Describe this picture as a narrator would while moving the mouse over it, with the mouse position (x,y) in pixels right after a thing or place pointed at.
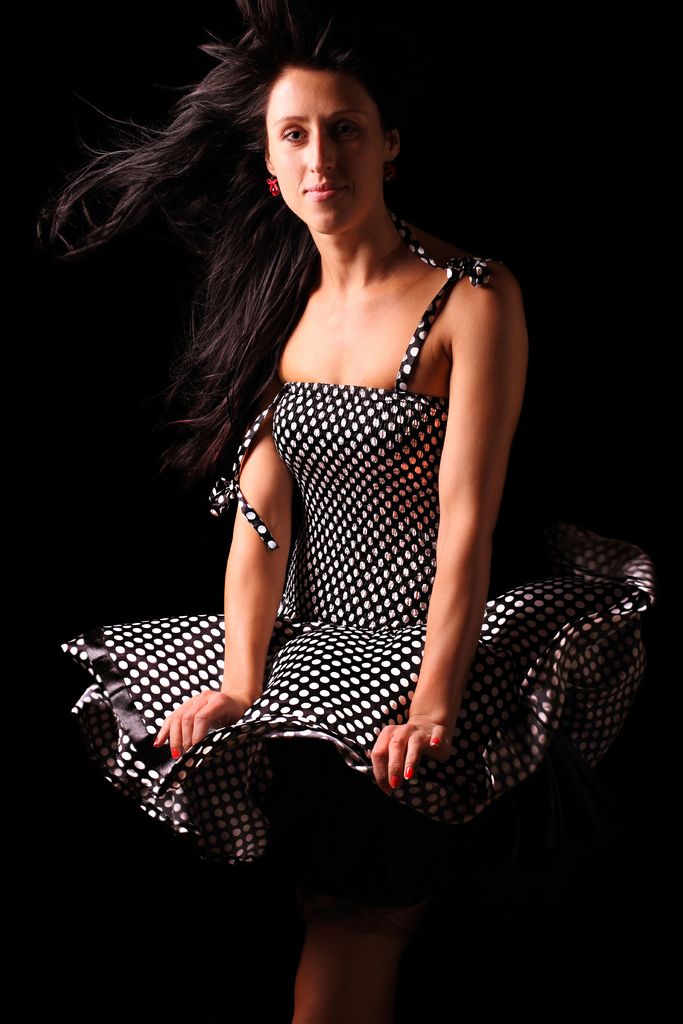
In this image we can see a girl (278,673) standing.
